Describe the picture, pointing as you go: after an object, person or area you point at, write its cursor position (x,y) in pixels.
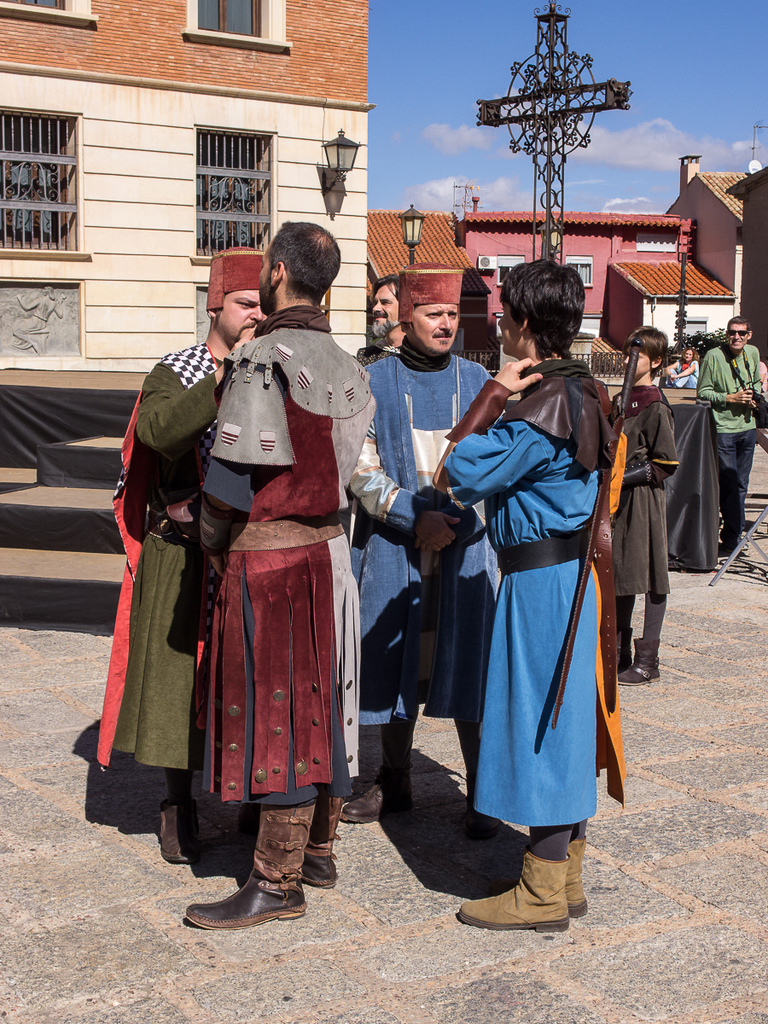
In this image, we can see people (288,622) wearing costumes (164,485) and are holding some objects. In the background (338,167), there are buildings (356,206) and we can see lights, windows (63,213) and some sculptures (56,315) on the wall (181,322) and there is a cross (556,107). At the top (647,106), there are clouds (658,121) in the sky (590,165) and at the bottom (688,792), there is a road (694,838).
